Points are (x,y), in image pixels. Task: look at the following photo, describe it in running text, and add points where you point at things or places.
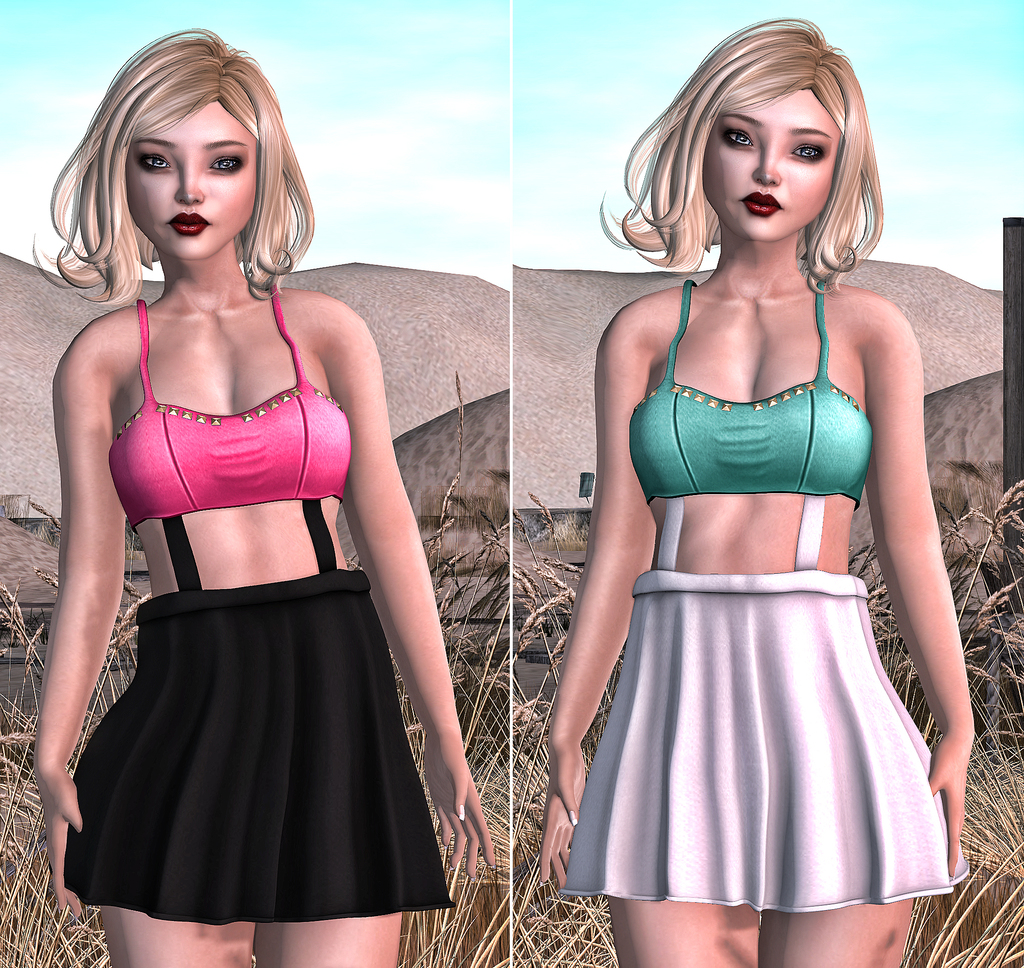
This is a collage picture. Here we can see pictures of women (675,550), grass (491,961), and sky (550,168) with clouds (557,130).
